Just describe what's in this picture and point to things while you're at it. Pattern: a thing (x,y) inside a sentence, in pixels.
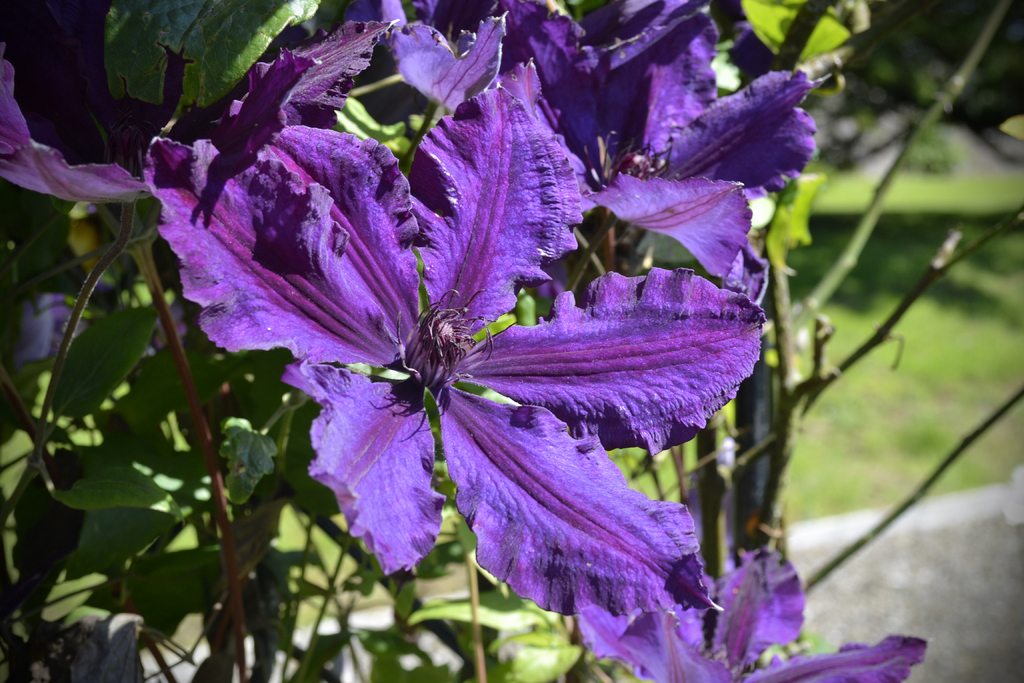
In the image I can see a plant (461,426) to which there are some flowers (417,326) which are in violet color and behind there are some plants (245,399).
